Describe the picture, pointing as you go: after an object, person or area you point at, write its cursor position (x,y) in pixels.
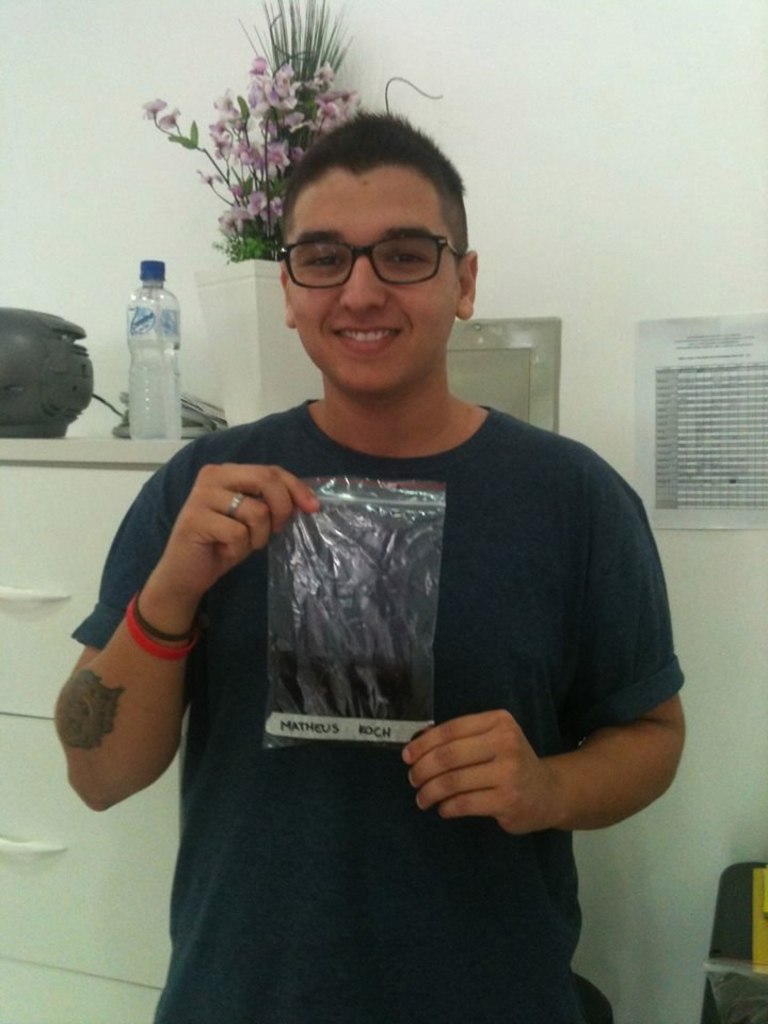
In this image there is one man (324,864) who is standing and he is holding a plastic cover (363,561) and he is smiling. On the background (123,173) there is a wall (507,301), on the left side (68,560) there is one table (71,508) on that table (124,457) there is one bottle (158,331) and one flower pot (246,288) and one plant (266,112) is there.
